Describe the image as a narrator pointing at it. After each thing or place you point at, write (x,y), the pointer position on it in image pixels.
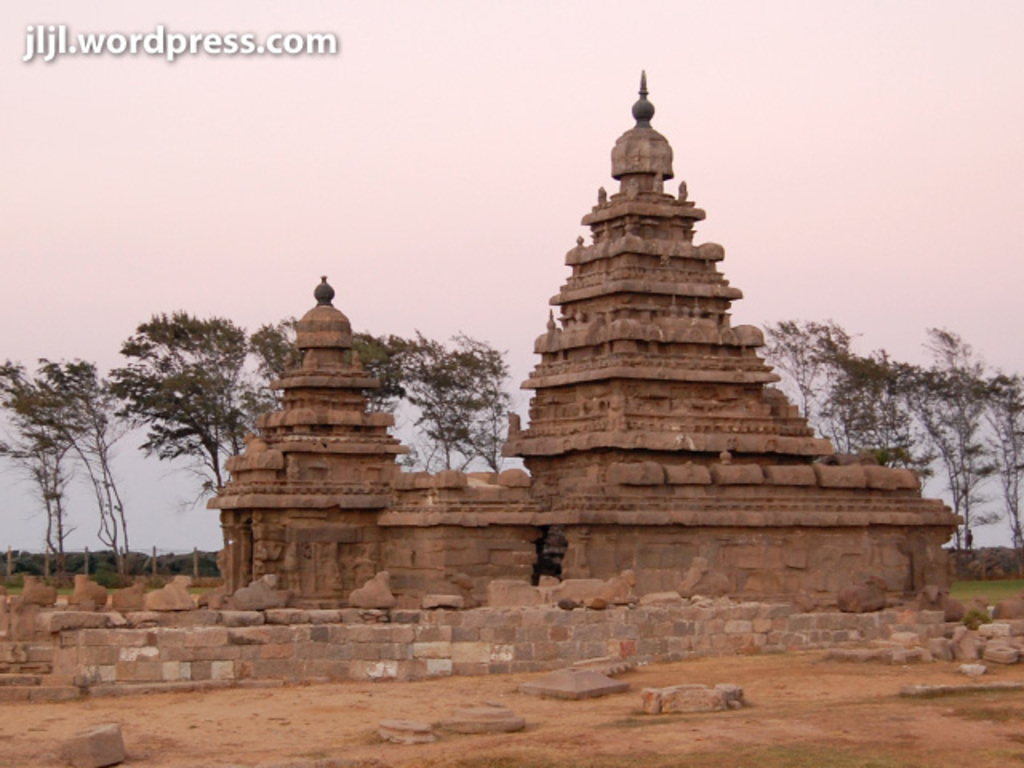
In the foreground of this image (594,526), on the bottom (561,744), there is the land (603,742), stone wall (261,660) and a temple (343,474). In the background (206,392), there are trees (167,379) and the sky (382,177).
